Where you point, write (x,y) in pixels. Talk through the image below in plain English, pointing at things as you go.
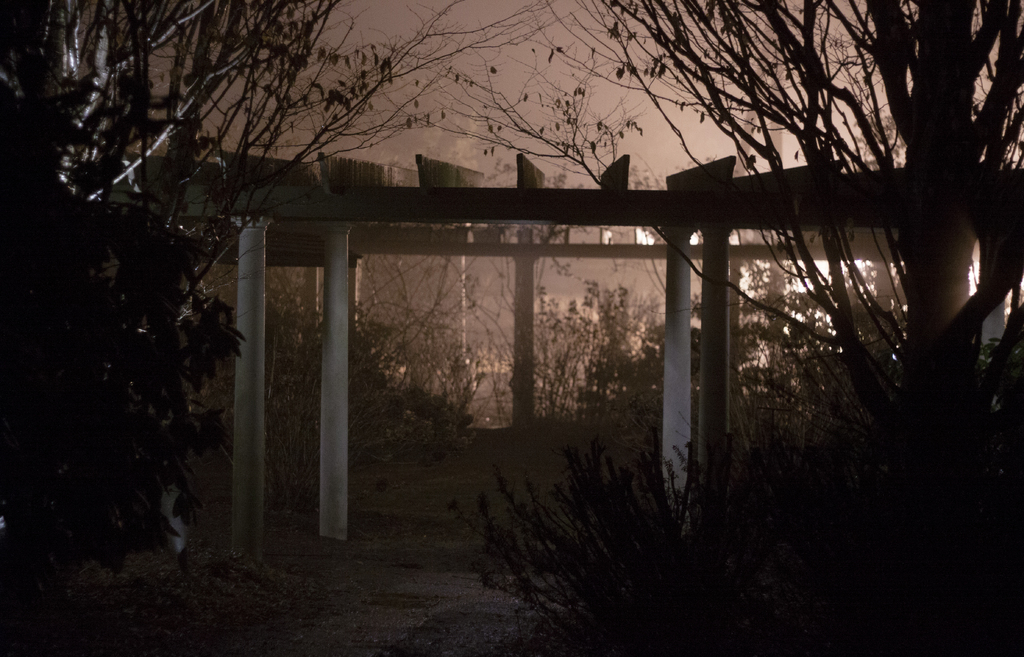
In this image we can see a shed (331,363), there are some trees (379,361), poles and in the background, we can see the sky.
